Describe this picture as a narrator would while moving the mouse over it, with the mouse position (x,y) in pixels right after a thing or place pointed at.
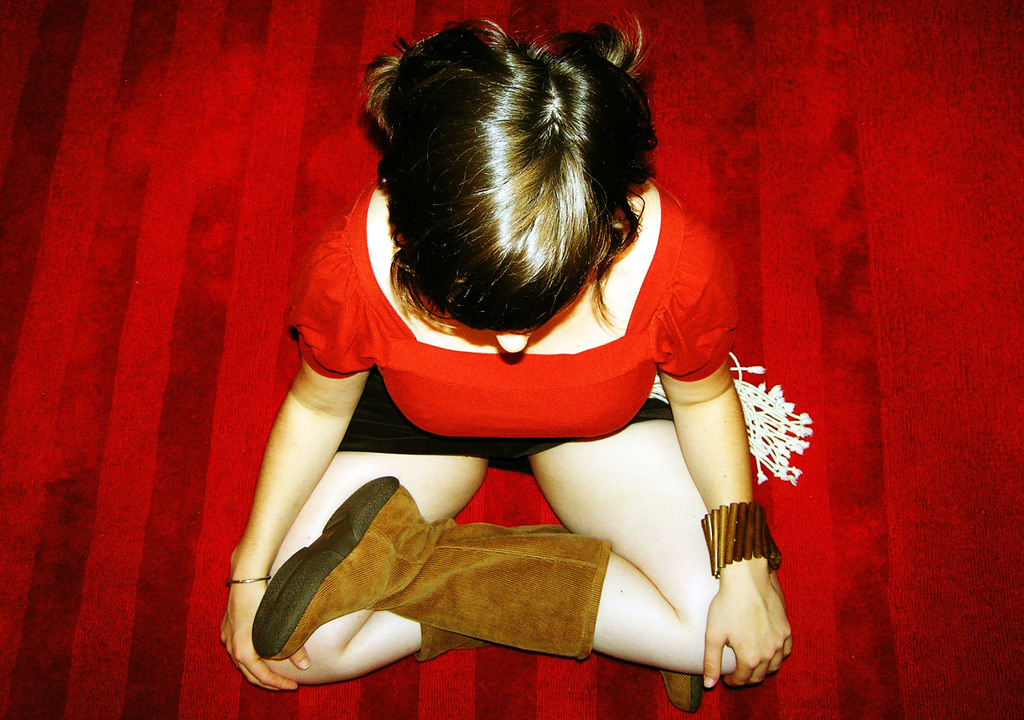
In this image we can see a woman (375,533) wearing red dress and long boots (353,592) is sitting on the red color surface (187,254).
